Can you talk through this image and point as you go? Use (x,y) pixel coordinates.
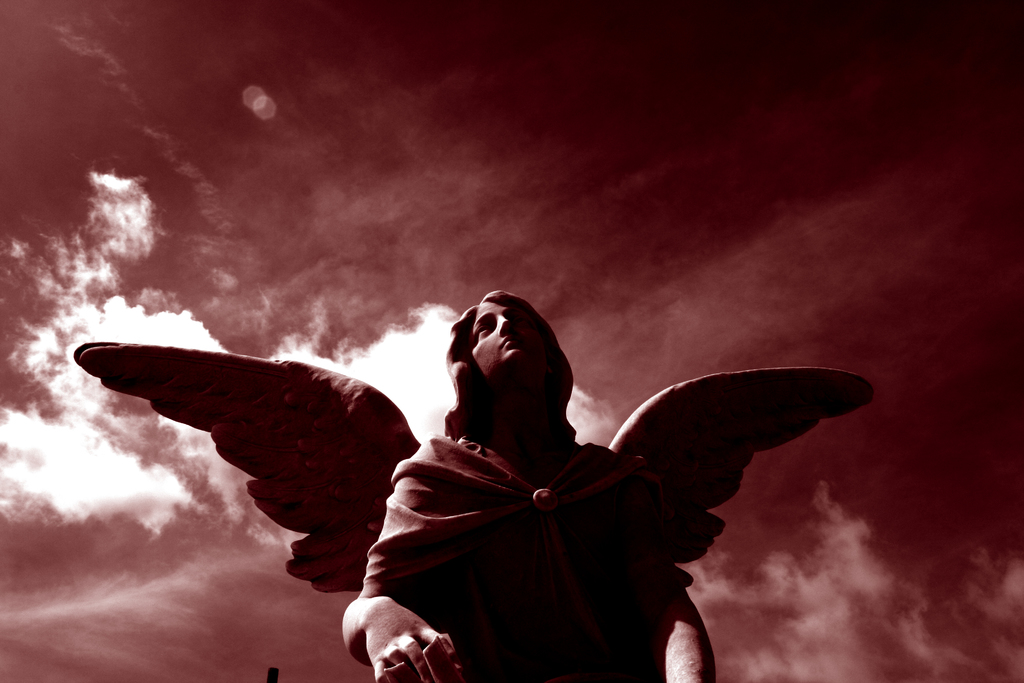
In this image there is a statue (519,510) of a person (502,440) having wings (681,481). Background (245,606) there is sky (342,339) having clouds (117,452).
